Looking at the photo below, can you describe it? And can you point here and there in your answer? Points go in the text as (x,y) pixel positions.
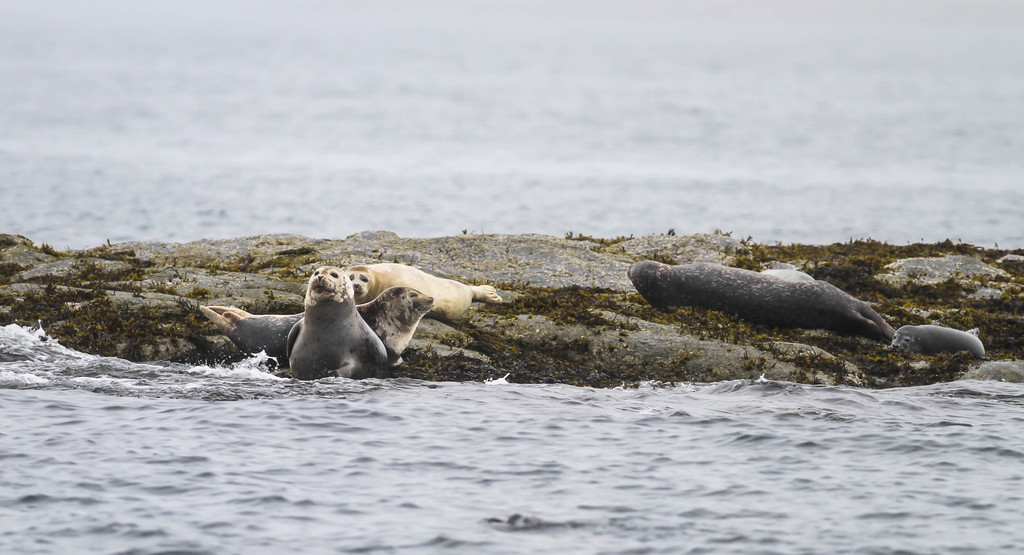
In this picture there is a water body (450,227). In the center of the picture (414,296) there are seals (365,305), grass (152,321) and land (417,260).
